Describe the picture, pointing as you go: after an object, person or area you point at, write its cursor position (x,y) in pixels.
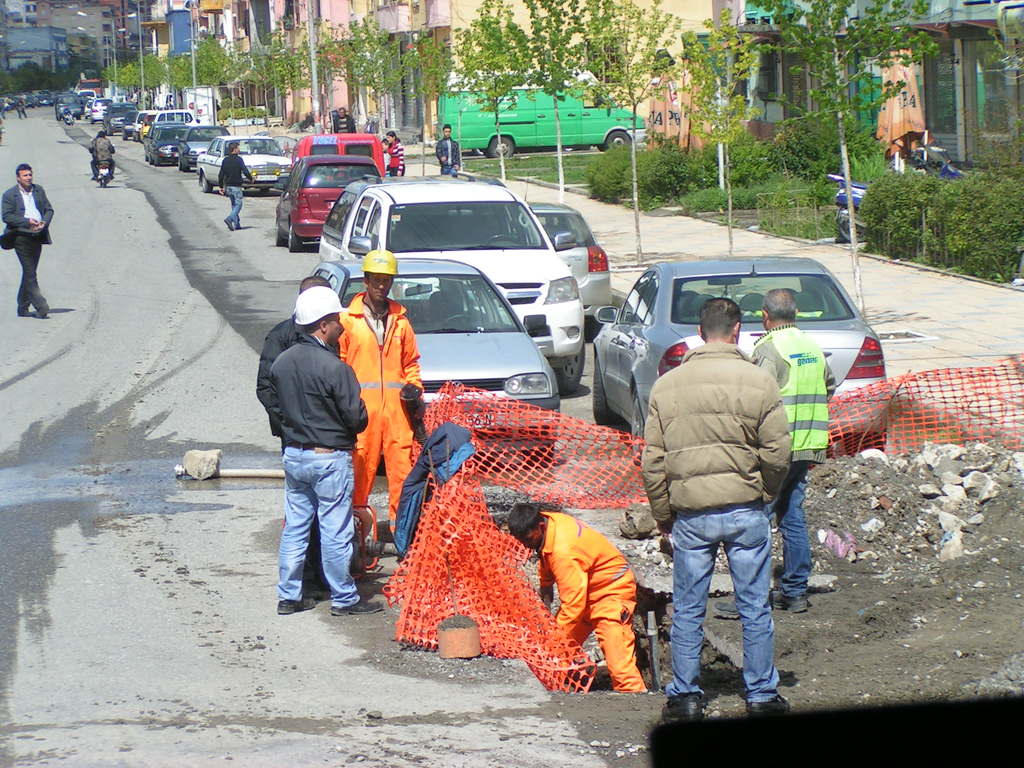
In the middle of the image (377,303) few people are standing and walking. Behind them we can see some vehicles (463,314) and few people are riding motorcycles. At the top of the image (826,206) we can see some trees (360,45), plants (1009,199) and buildings (241,8).
